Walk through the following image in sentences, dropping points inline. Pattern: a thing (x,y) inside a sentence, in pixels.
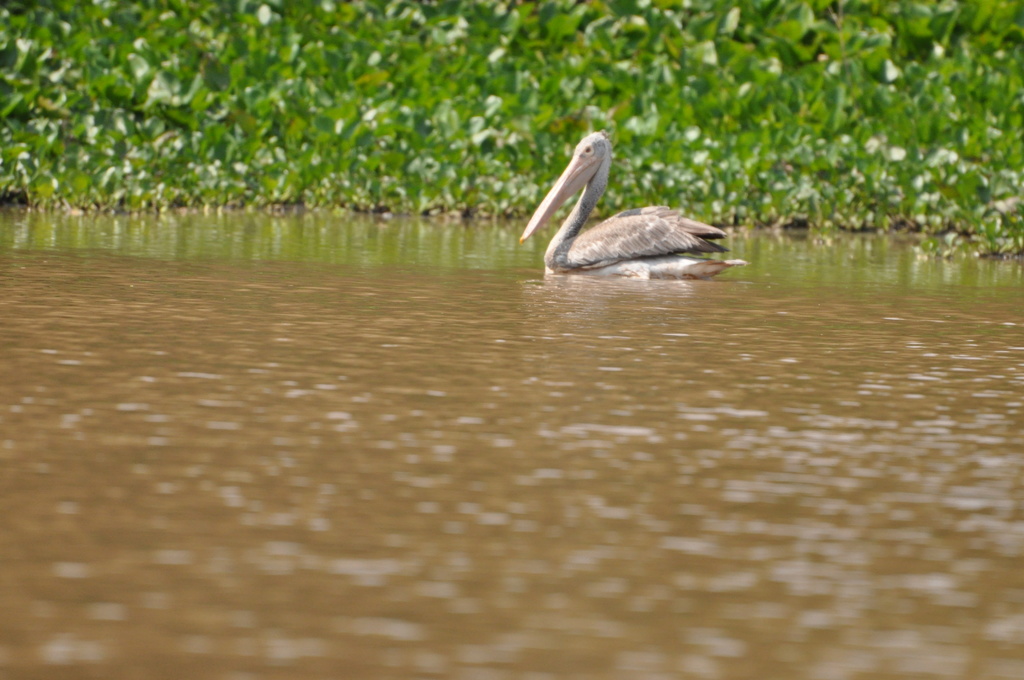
In this image, I can see a water bird (633,247) sitting on the water (568,320). In the background (142,186), these look like the plants (509,113), which are green in color.
